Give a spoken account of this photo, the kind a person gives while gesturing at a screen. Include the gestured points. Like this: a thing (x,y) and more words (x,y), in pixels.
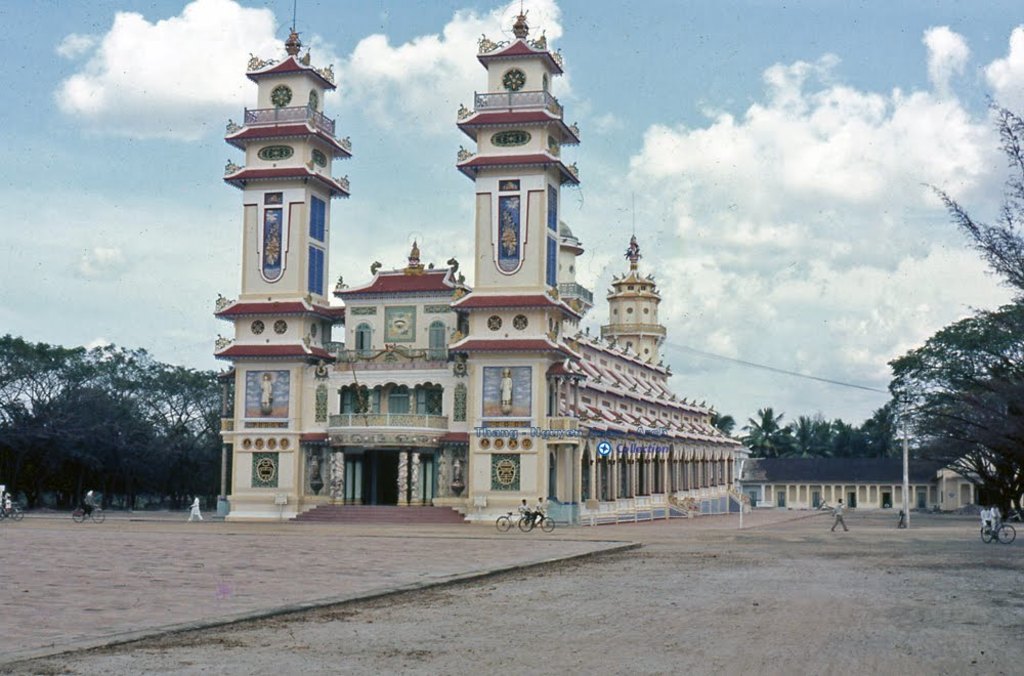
In this picture we can see a tall building (465,344) surrounded by trees (829,448) and people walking on the ground (271,586). The sky (75,287) is blue.
